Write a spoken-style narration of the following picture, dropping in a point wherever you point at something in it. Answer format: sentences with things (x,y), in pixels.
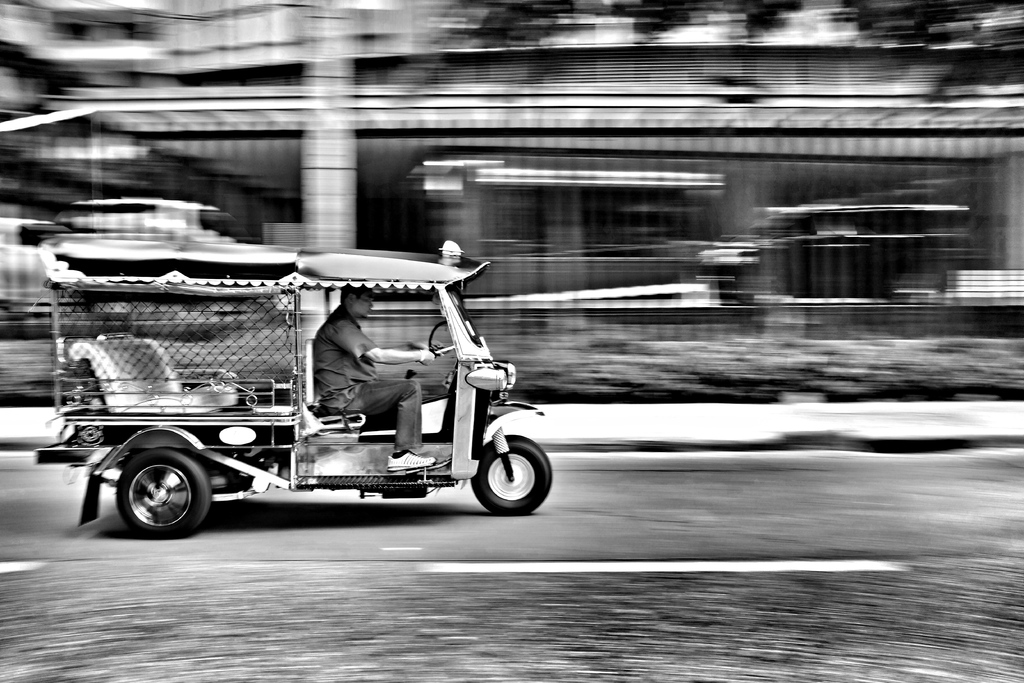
In this image I can see a three wheeler vehicle (244,434) and a person (419,433) in it. I can see the vehicle (338,448) on the road (330,495). In the background (375,15) I can see the building (426,124) and few vehicles (69,217) which are blurry.
